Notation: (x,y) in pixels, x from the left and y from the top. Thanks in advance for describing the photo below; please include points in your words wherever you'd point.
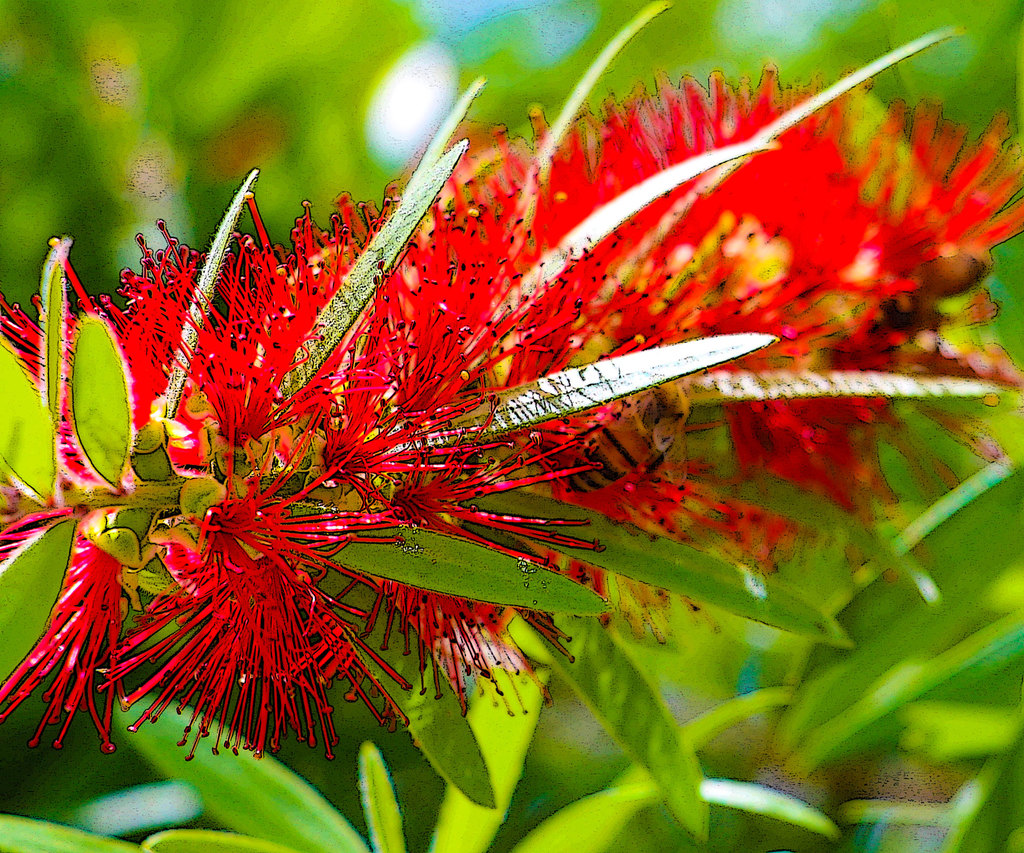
In the picture we can see plants (268,698) with leaves (534,581) and some flowers (298,667) which are red in color with thorn petals (317,704).
